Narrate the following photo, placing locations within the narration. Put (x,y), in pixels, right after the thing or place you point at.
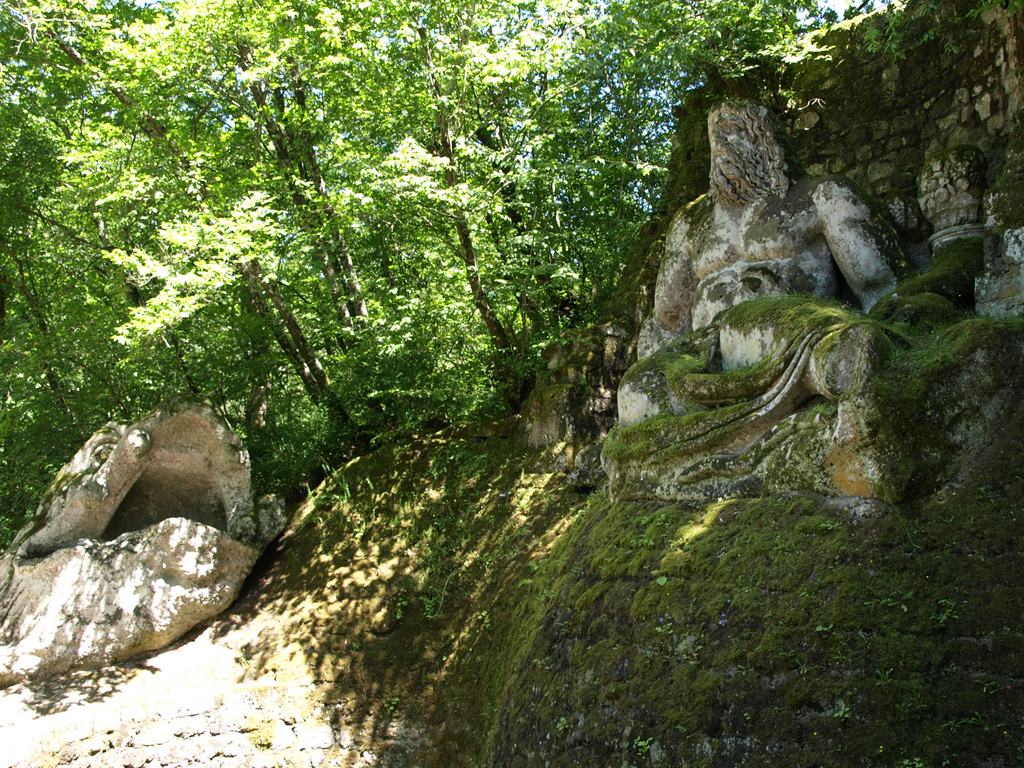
In this picture, it seems like a sculpture (669,347) and grassland (406,513) in the foreground (593,489), there are trees (418,336) and stones (159,563) in the background (622,163).
